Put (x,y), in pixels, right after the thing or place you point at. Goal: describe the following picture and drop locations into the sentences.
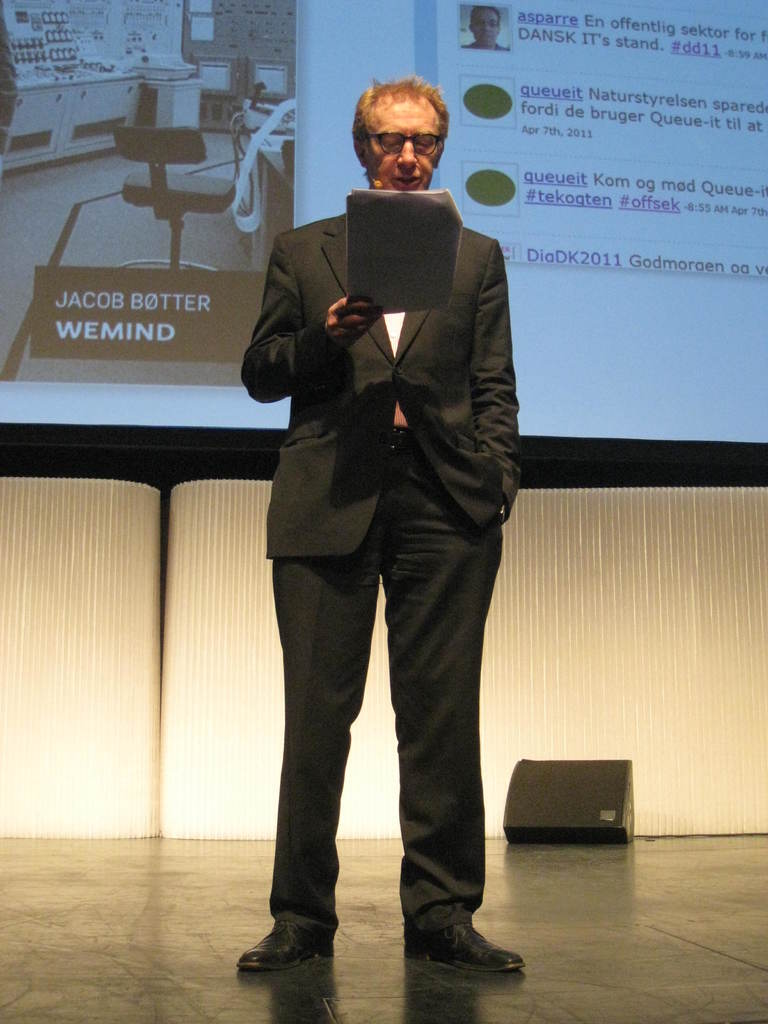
There is a man (469,378) standing and holding papers (397,287). In the background (573,827) we can see screen (590,82) and device (572,838) on the surface (615,894).
